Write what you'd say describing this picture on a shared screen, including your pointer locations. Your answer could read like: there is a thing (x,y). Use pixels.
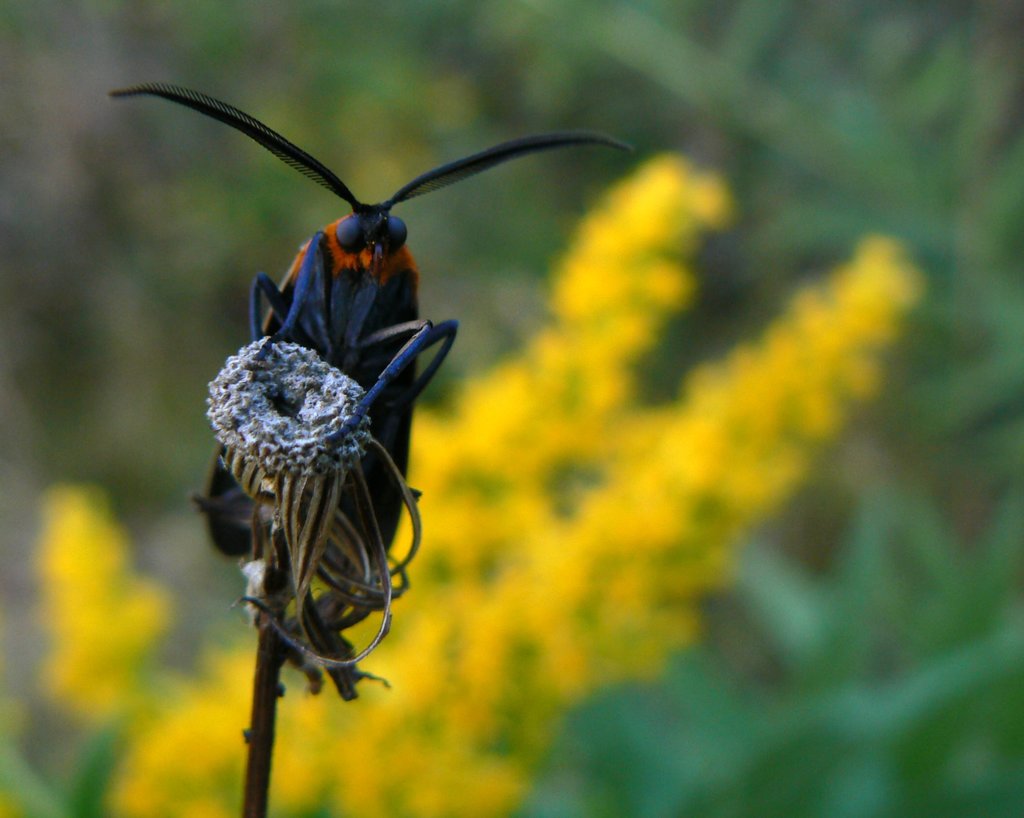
This image consists of a moth (377,410) in blue color. It is on the stem (311,401). In the background (686,608), we can see yellow flowers (681,415) and green leaves (820,690). And the background (662,386) is blurred.
